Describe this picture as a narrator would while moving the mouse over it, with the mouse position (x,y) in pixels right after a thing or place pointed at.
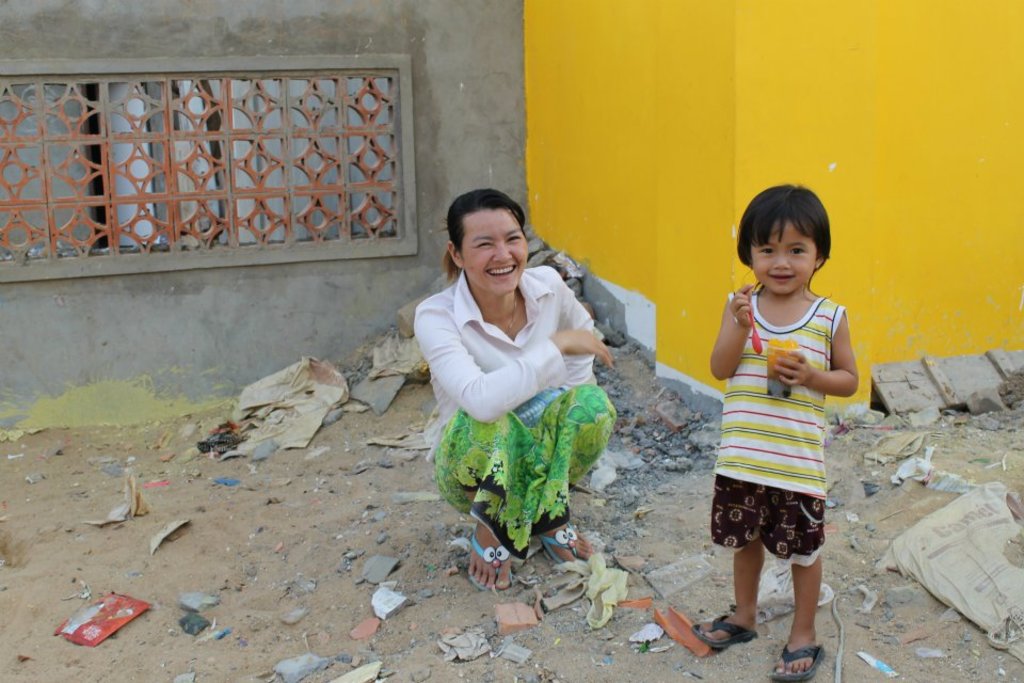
In this image there is a kid (790,421) standing and holding a spoon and a glass (773,377), another person (490,285) in a squat position, and at the background (504,124) there is building (434,103).
